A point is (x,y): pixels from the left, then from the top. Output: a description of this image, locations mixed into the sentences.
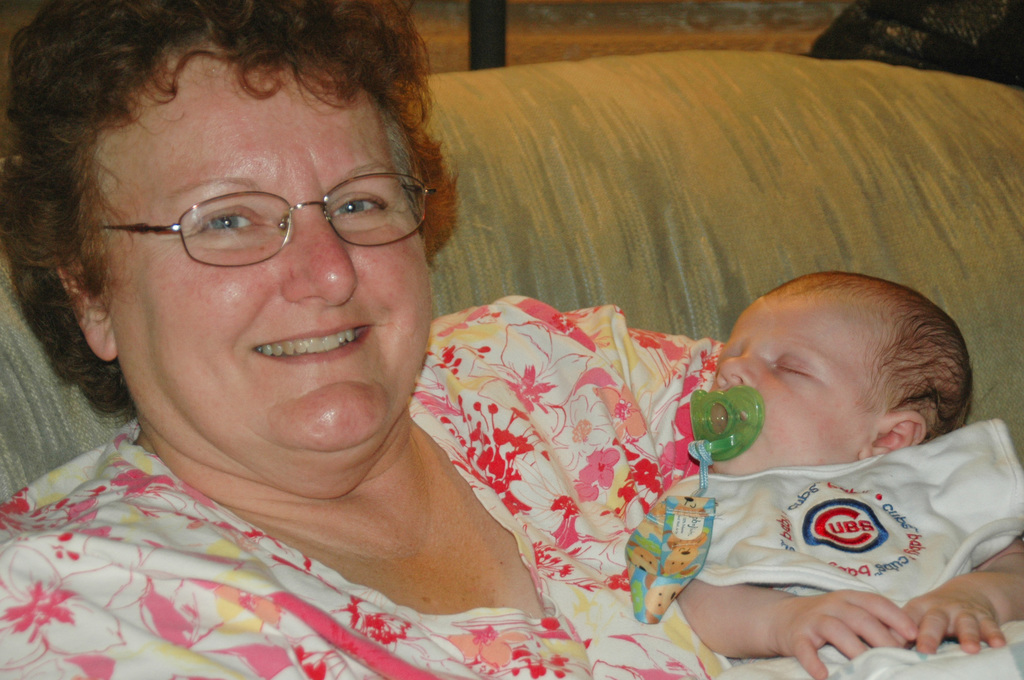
This image is taken indoors. In the background (480,25) there is a pole (497,34). In the middle of the image (370,234) a woman (114,156) is holding a baby (799,442) in her hands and sitting on the couch (661,207).
